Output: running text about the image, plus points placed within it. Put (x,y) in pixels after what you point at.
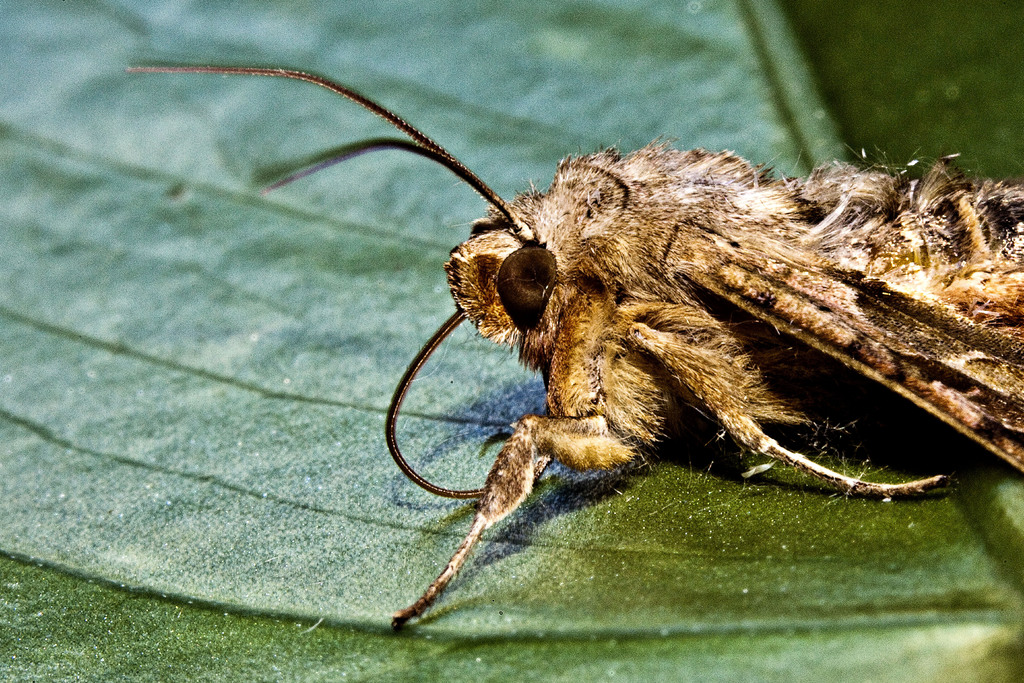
In this image there is an insect (753,357) on the leaf (411,297).
